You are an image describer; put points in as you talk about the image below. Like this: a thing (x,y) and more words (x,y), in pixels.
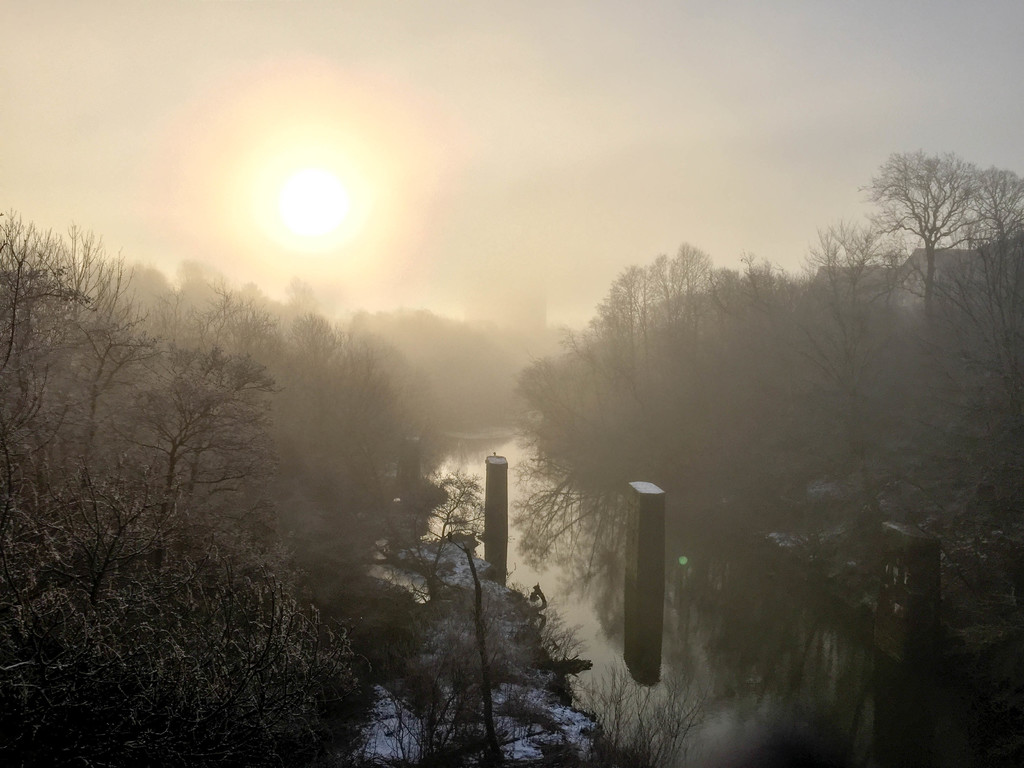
In this image there is the water (577,558) flowing in the center (518,481). There are blocks (633,549) in the water (758,557). On the either sides of the image there are trees (180,426). At the top (435,80) there is the sky (322,169). There is the sun (335,189) in the sky (210,165).
